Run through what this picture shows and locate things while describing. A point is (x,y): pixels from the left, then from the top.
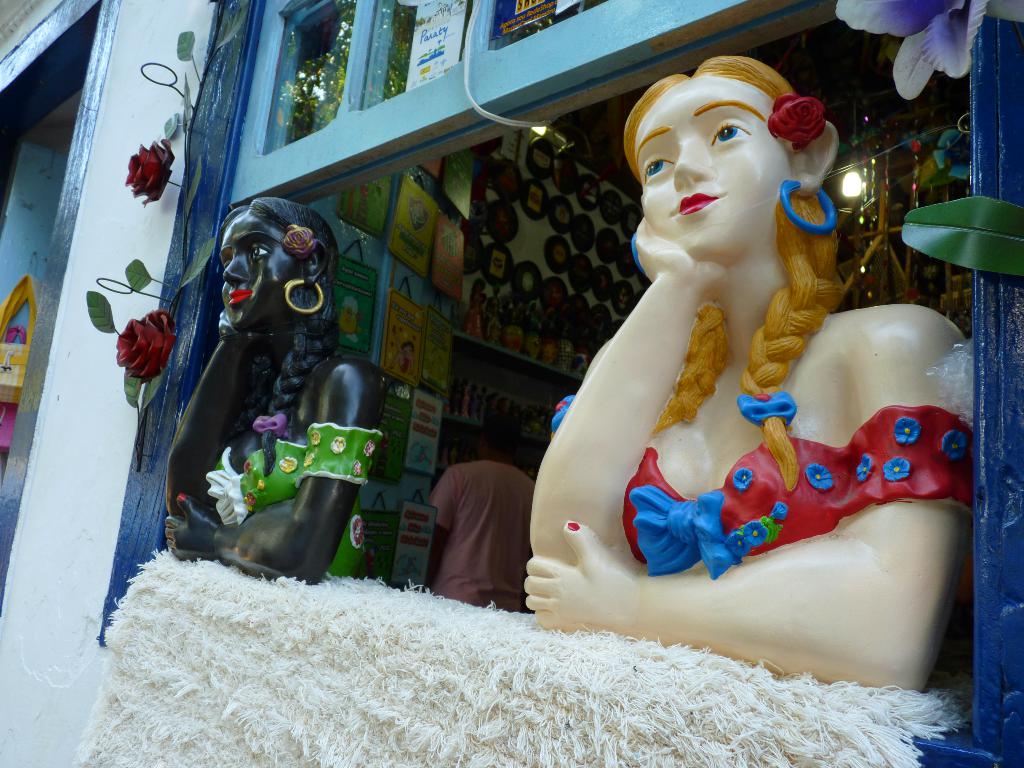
We can see statues (326,400) and flowers (131,348). Background (525,413) we can see person (512,473), boards (424,200) and toys (553,343).
